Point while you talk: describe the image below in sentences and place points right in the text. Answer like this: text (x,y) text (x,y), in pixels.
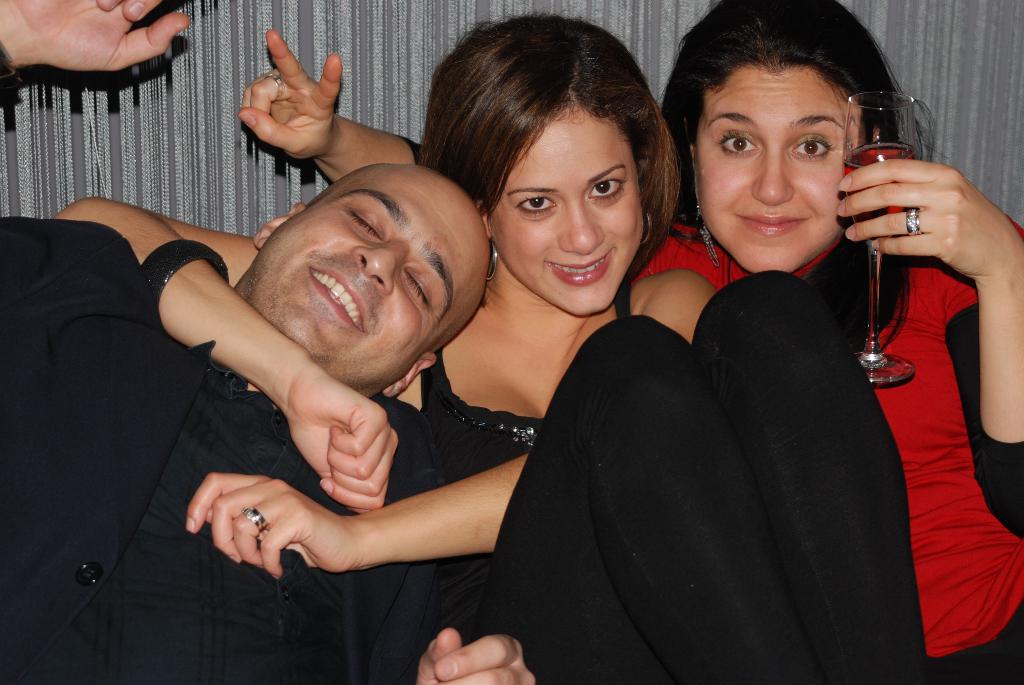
In the center of the image (625,427) there are three people (575,312). On the right (860,279) the girl (894,321) in the red shirt (921,414) is holding a glass (853,117) in her hand (858,232), next to her there is another girl (562,280), she is smiling. On the left (117,385) there is a man (85,301).
